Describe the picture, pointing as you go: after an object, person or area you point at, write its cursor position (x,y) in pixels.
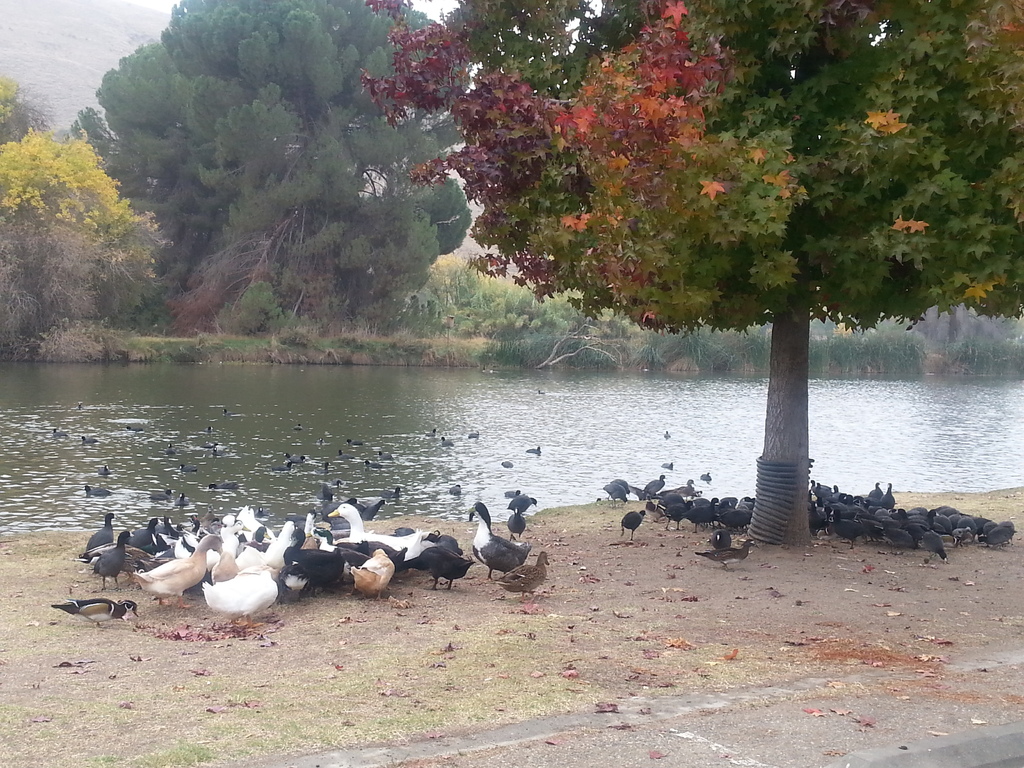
In this image I can see few trees (353,141), water (668,401) and few birds (721,544). Birds (721,544) are in black, brown and white color.
